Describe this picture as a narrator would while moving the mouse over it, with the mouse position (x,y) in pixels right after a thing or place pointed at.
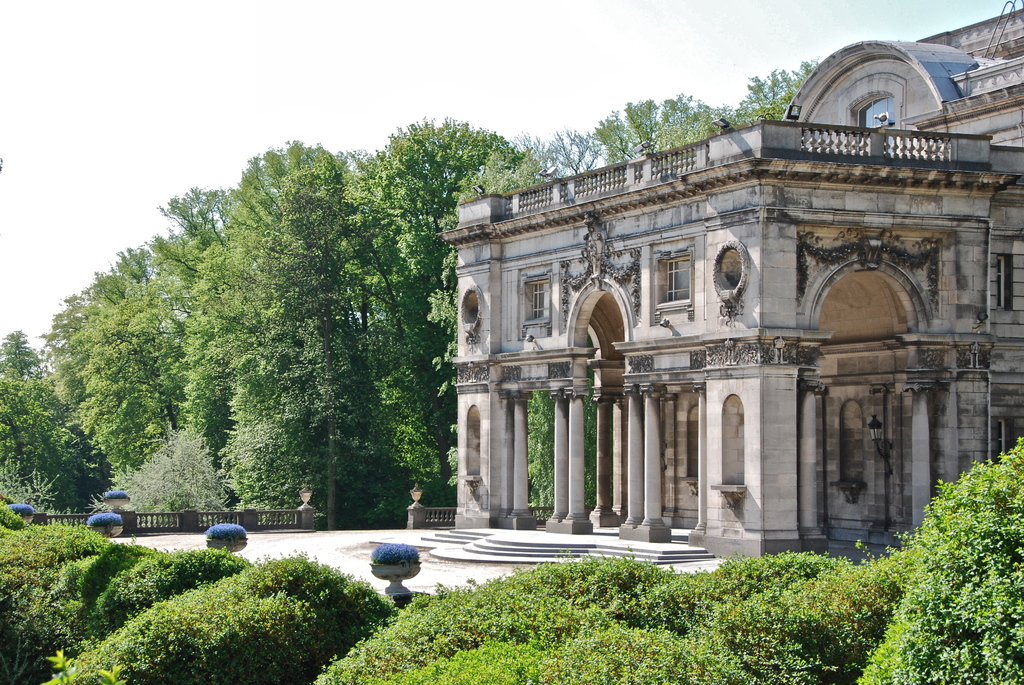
In this image there is an old building (698,327) in the middle (677,403). In front of it there is a garden (125,555) in which there are so many plants (512,607). At the top (598,34) there is the sky (582,58). Beside the building (475,271) there are trees (303,282). There are pots (397,566) in which there are blue color flowers (386,556).
